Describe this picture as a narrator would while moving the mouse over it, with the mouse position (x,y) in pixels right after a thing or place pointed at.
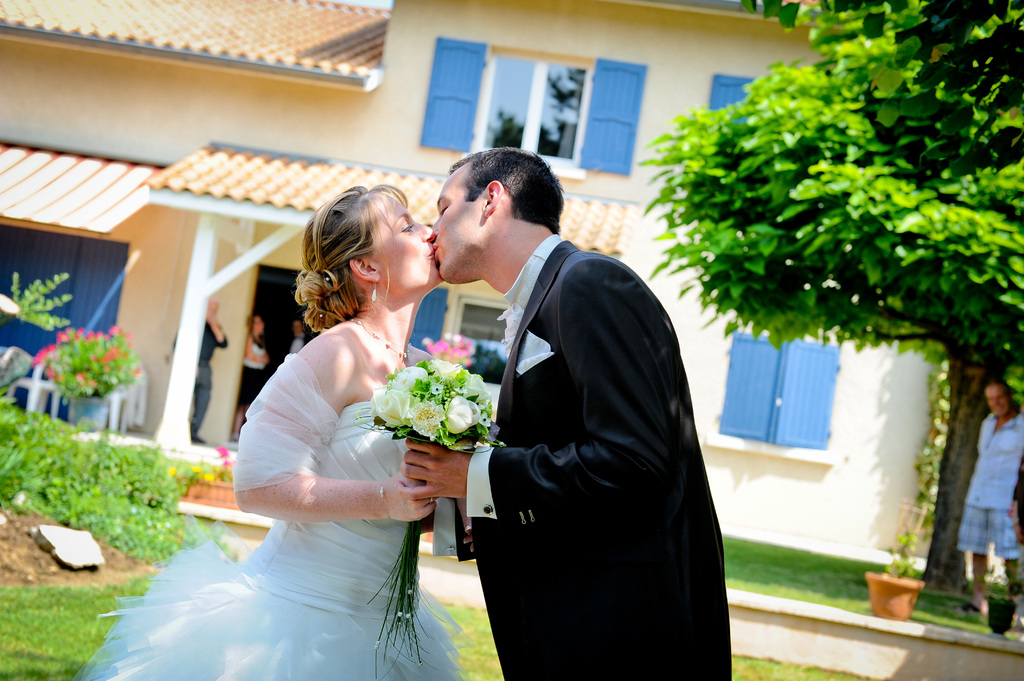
In this image we can see a lady (378,577) and a man (568,439) is kissing each other and holding a flower bouquet (440,415) in their hands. In the background of the image (947,522) we can see a house (195,173), trees (986,195) and some persons (203,364), but it is in a blur.
